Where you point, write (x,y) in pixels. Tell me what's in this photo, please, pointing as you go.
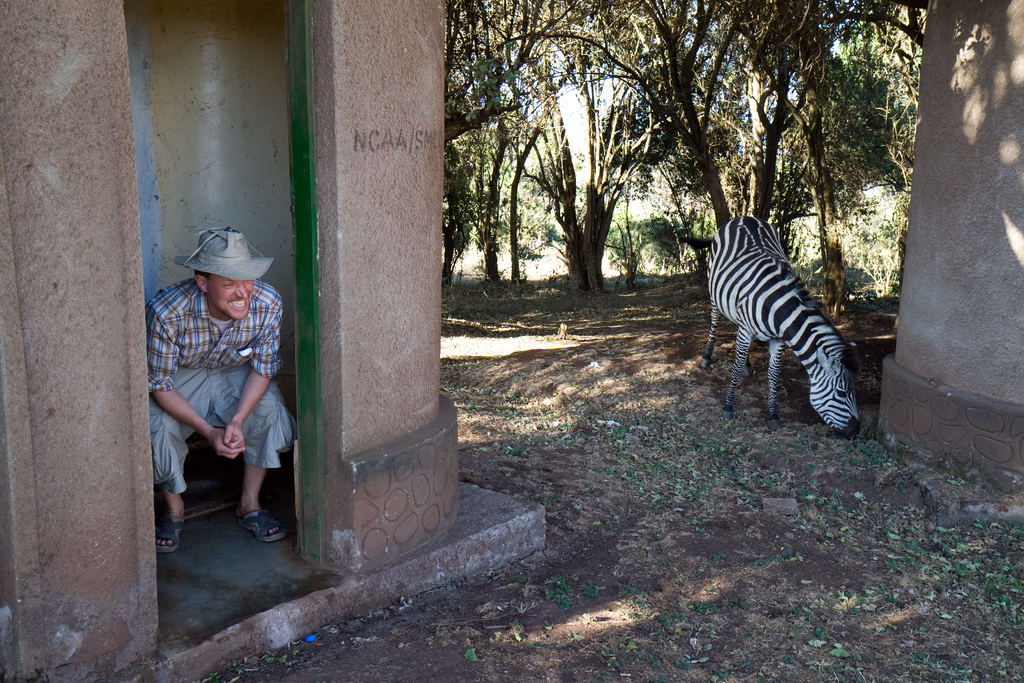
In this picture we can see a man (209,382) and a zebra (757,245), he is seated and he wore a cap (218,275), in the background (638,179) we can see few trees (570,166).
